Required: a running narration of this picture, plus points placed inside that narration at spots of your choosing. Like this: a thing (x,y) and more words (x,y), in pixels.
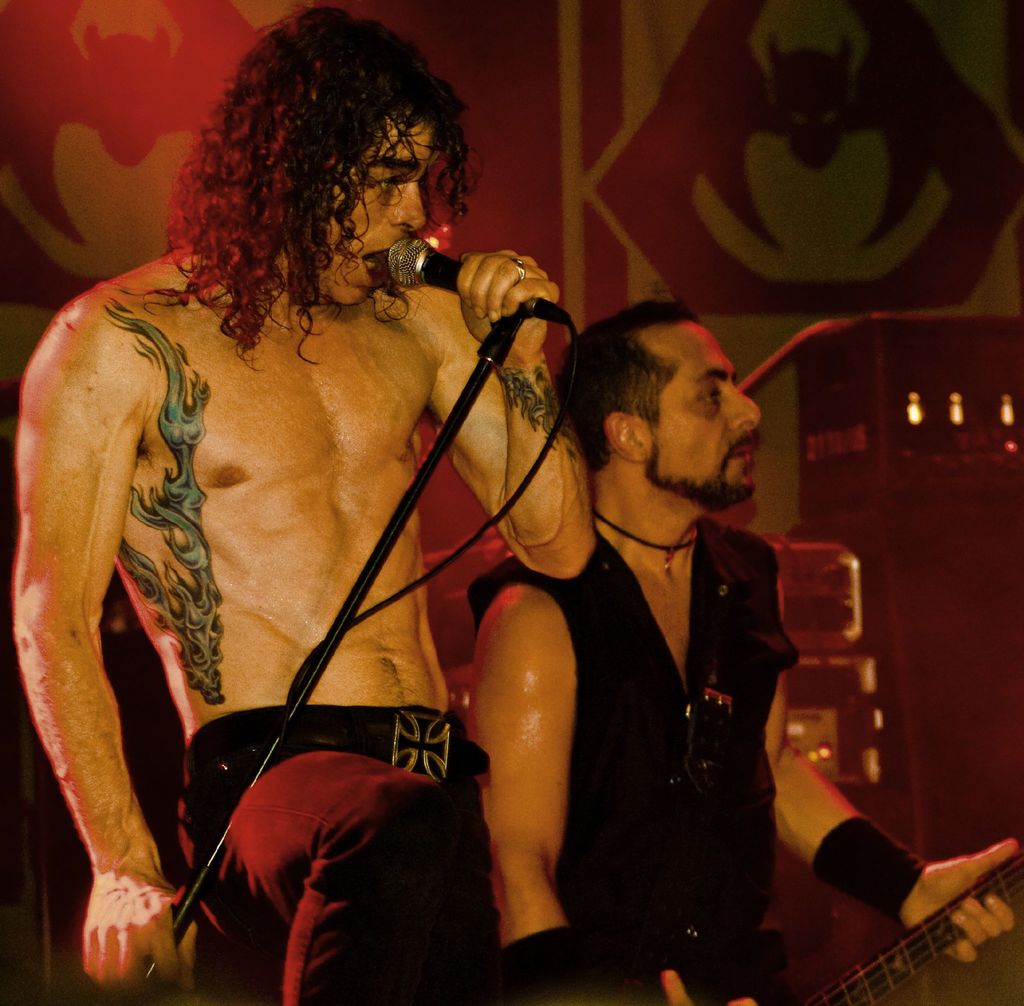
In this picture we can see a man (257,269) with long curly hair (396,292) holding the mic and beside him there is a guy (679,690) who is holding the guitar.
